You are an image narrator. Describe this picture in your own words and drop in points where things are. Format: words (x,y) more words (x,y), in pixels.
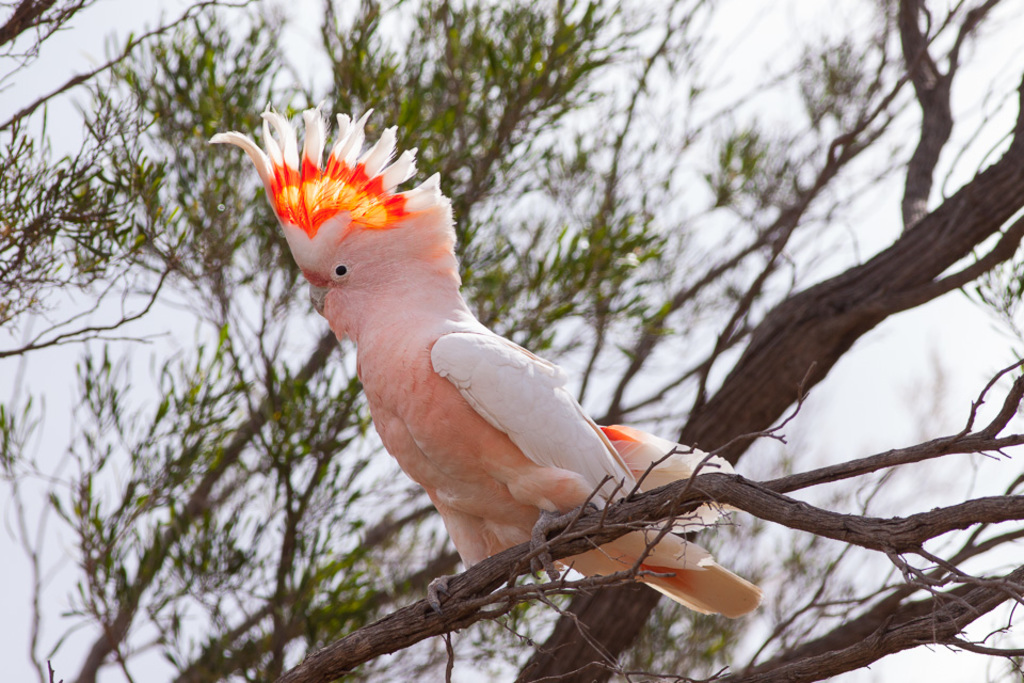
In this picture there is a cockatoo bird (509,340) were standing on the tree branch (823,519). On the left (237,178) I can see the tree (869,311). In the background (675,222) i can see the sky (856,353).
